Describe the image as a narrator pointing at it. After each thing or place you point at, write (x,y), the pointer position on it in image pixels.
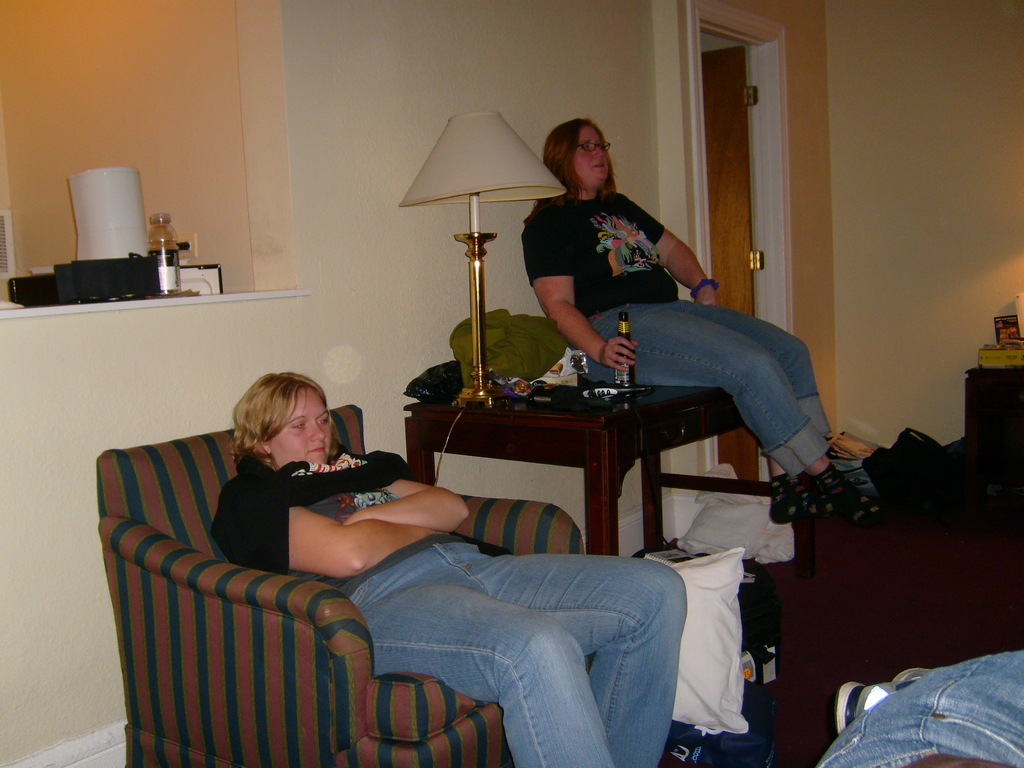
The women (602,241) in the right (713,359) is holding a bottle (624,345) and sitting on a table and there is another woman (362,515) sitting beside her in a sofa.
